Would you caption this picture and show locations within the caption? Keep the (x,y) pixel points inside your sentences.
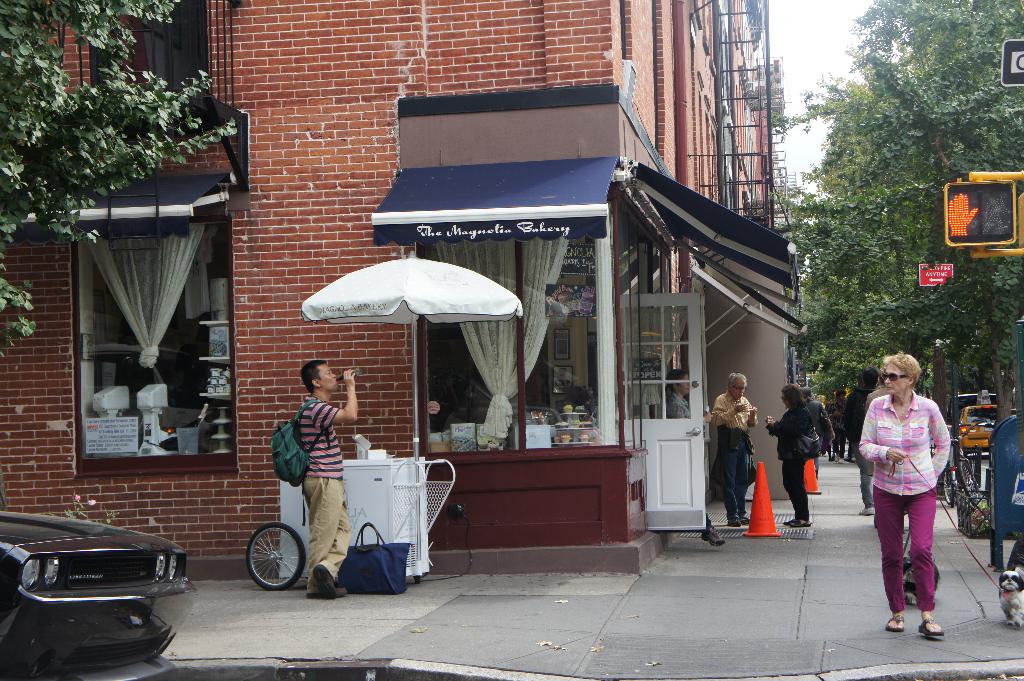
It is a street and there is a cafe (465,364) below the building (703,405) and many people (315,487) are having food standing outside the cafe (646,466) on the footpath (929,669) and beside the footpath (968,641) there are two vehicles (982,426) and many trees (949,294) and on the footpath (945,522) a woman (948,437) is walking along with a dog (1016,612), beside the dog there is a traffic signal pole (987,186) it is showing orange signal (960,228) and in the background (820,34) there is a sky (809,24).
